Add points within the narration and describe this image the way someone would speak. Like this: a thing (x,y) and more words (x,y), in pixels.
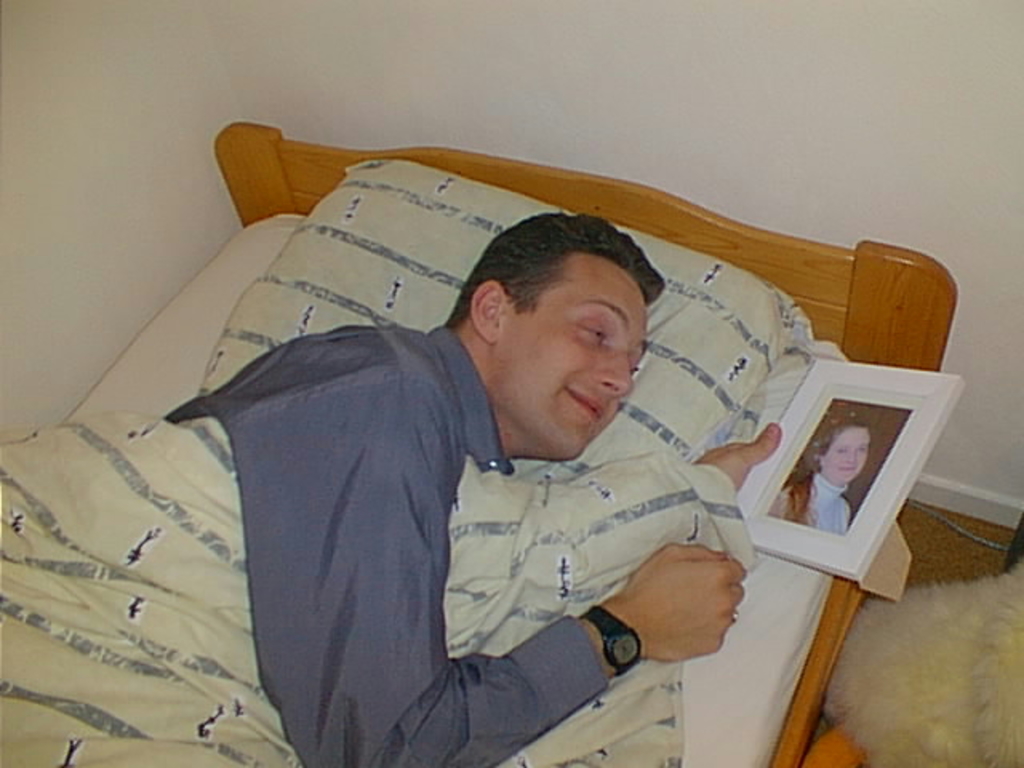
In this image I can see a man (357,345) lying on the bed (177,440) and holding a frame (824,477).
